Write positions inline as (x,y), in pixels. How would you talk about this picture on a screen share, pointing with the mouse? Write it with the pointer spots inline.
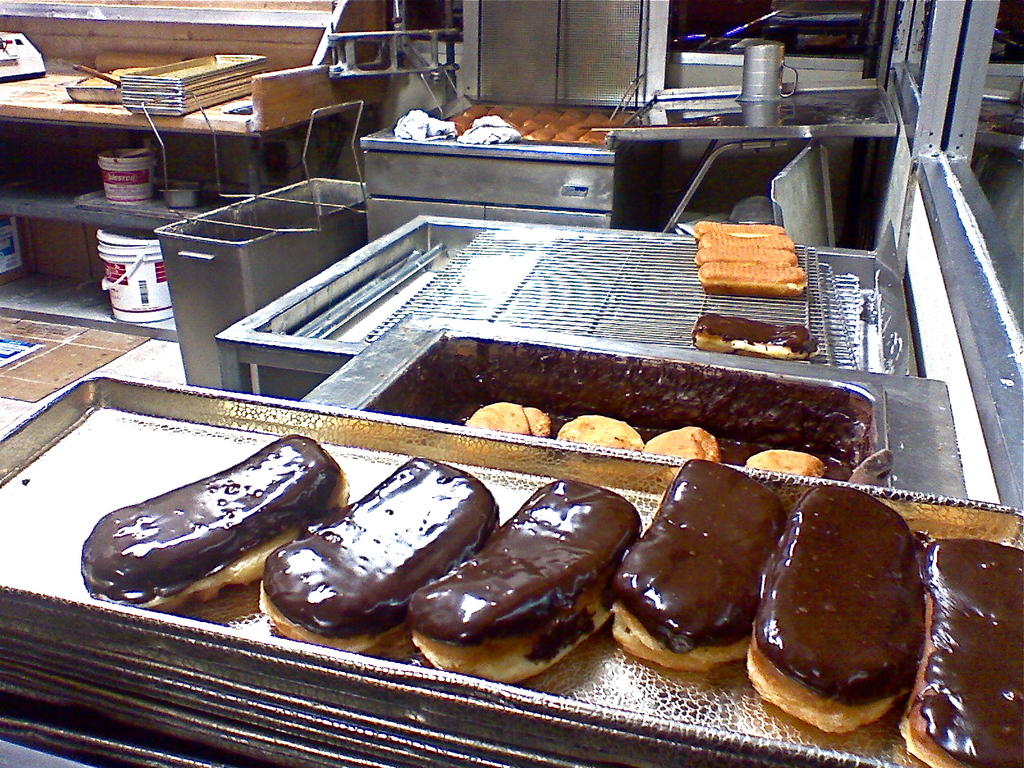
In this picture we can see food items (376,526) in the trays (342,445), here we can see buckets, utensils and some objects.
